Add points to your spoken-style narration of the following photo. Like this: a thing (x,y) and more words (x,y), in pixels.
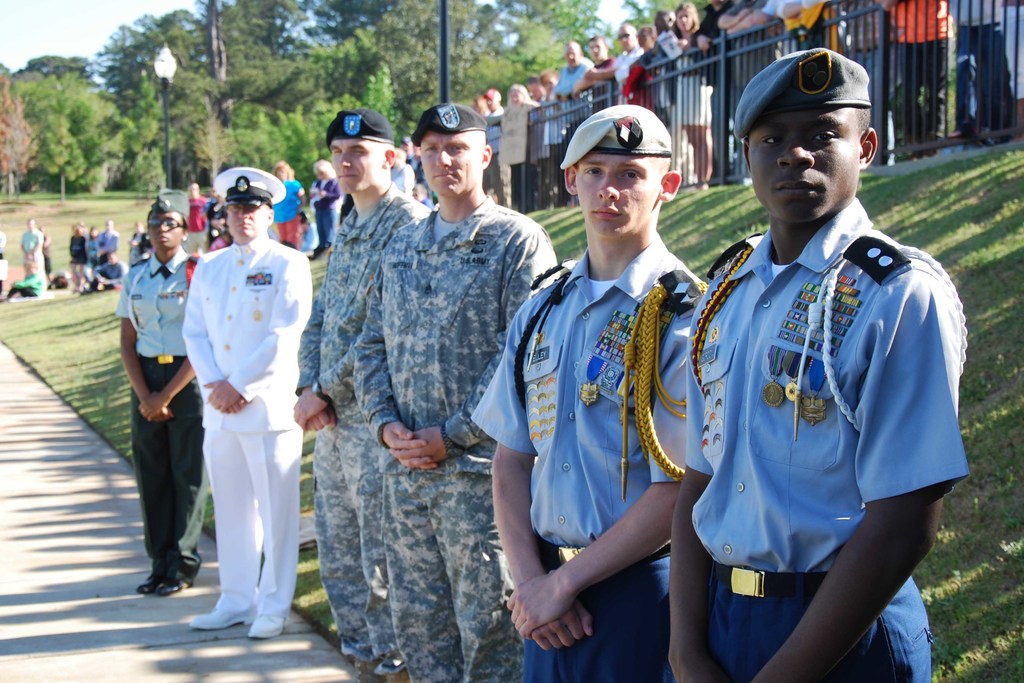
In this image there are a few officers (334,441) standing, behind the officers (309,322) on the grass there are a few other audience (658,52) standing, leaning on the metal fence (646,79), in the background of the image (271,112) there are trees (243,112) and lamp posts (174,71).
